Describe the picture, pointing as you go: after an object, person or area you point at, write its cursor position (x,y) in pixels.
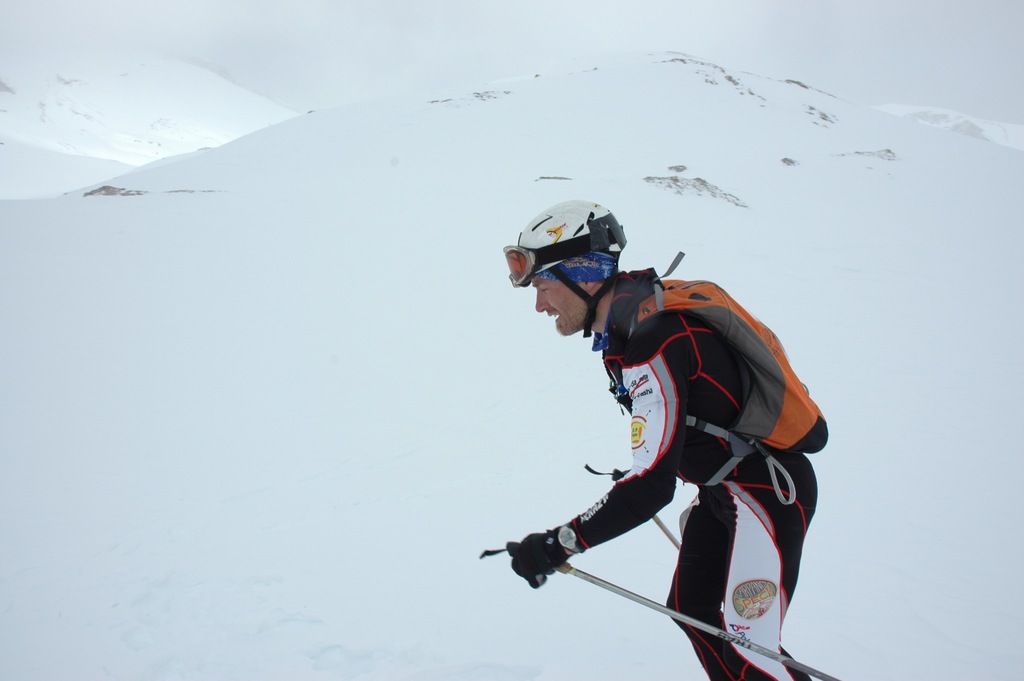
On the right side (776,602) a man (681,608) is skiing in the snow (431,465), he wore black color dress (695,454) and an orange color bag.
